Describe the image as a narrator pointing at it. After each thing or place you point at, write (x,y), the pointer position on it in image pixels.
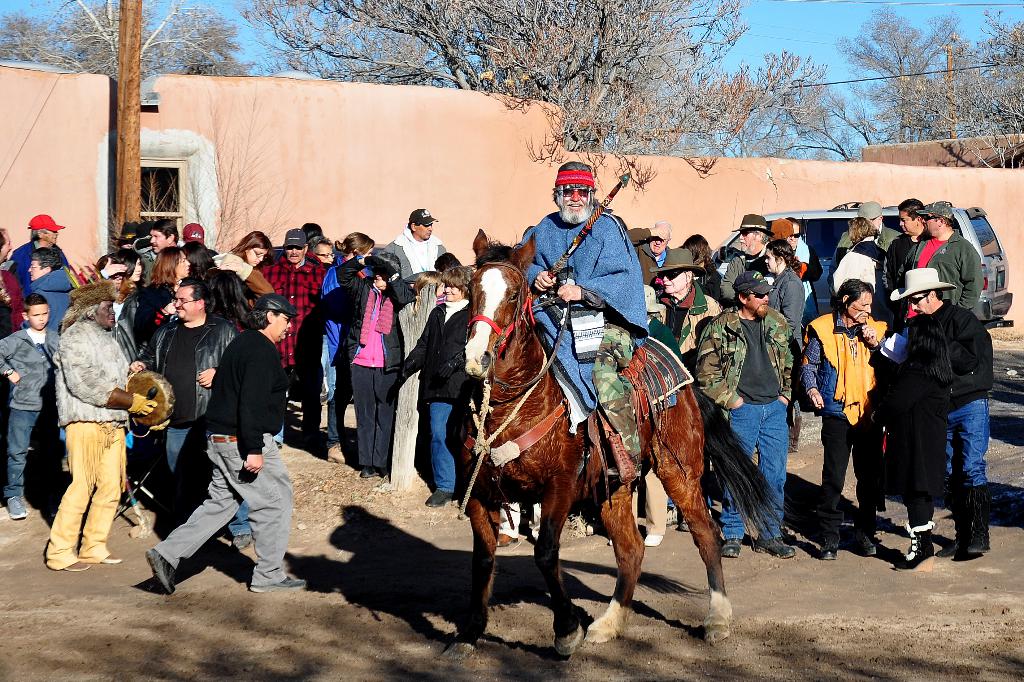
In this picture we can see some people (899,265) are standing and talking with each other and some are walking one person (581,257) is sitting on the horse (500,324) and he is holding stick (574,241) back side we can see a vehicle (991,255) parking and there is a big wall (399,199) some trees (541,81) and sky (786,33).
